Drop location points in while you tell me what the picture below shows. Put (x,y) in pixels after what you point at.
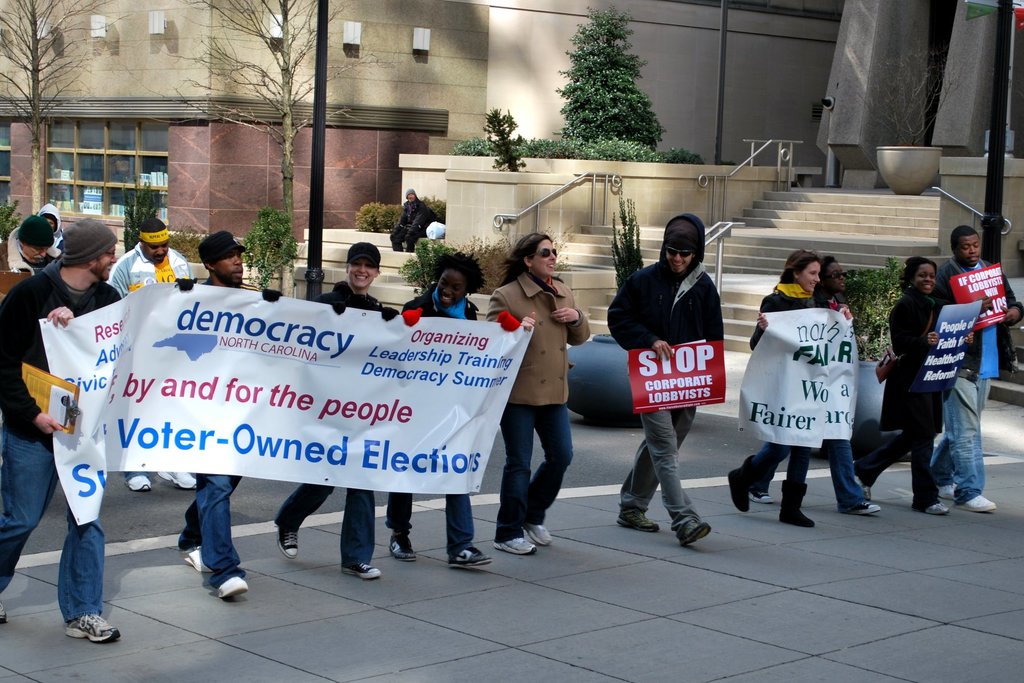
In this image we can see people (966,489) are holding banners (344,383). There are plants (443,247), trees (287,22), steps (870,200), poles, pots (585,409), and a person (411,199). In the background (397,197) there are buildings (793,92).
